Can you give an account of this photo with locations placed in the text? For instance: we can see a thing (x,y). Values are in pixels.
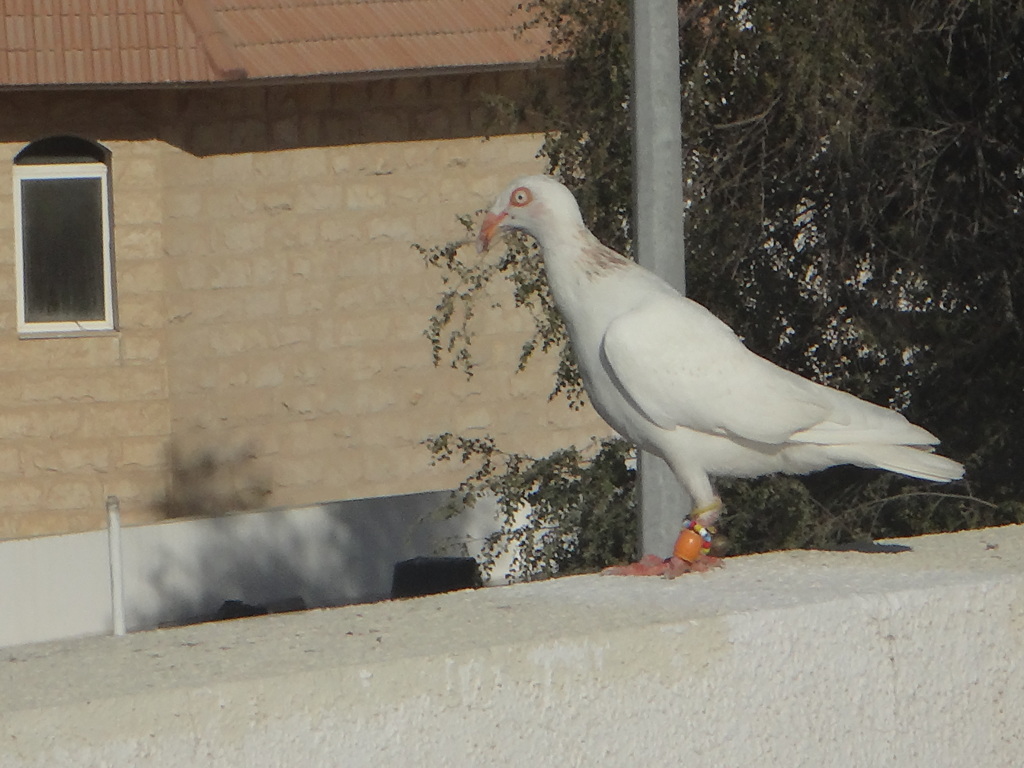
In this image I can see the white color bird (640,430) on the wall (612,605). In the background (694,291) I can see the pole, trees (882,135) and the house (191,124).
